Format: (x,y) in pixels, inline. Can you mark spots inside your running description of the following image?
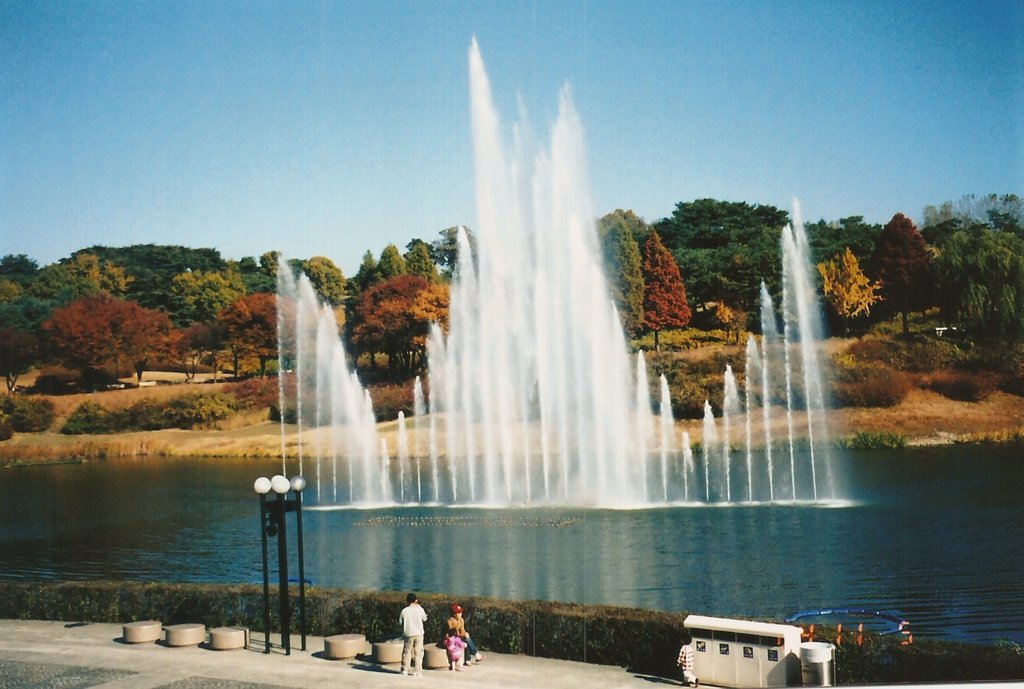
In this image I can see a person (413,619) wearing white shirt (408,621), grey pant (408,653) is standing and few other persons (466,640) are sitting. I can see few poles (304,603) which are black in color and on the top of them I can see white colored lights (273,486). In the background (251,467) I can see the water (180,491), the fountain (504,373), few trees (916,278) and the sky (699,125).
